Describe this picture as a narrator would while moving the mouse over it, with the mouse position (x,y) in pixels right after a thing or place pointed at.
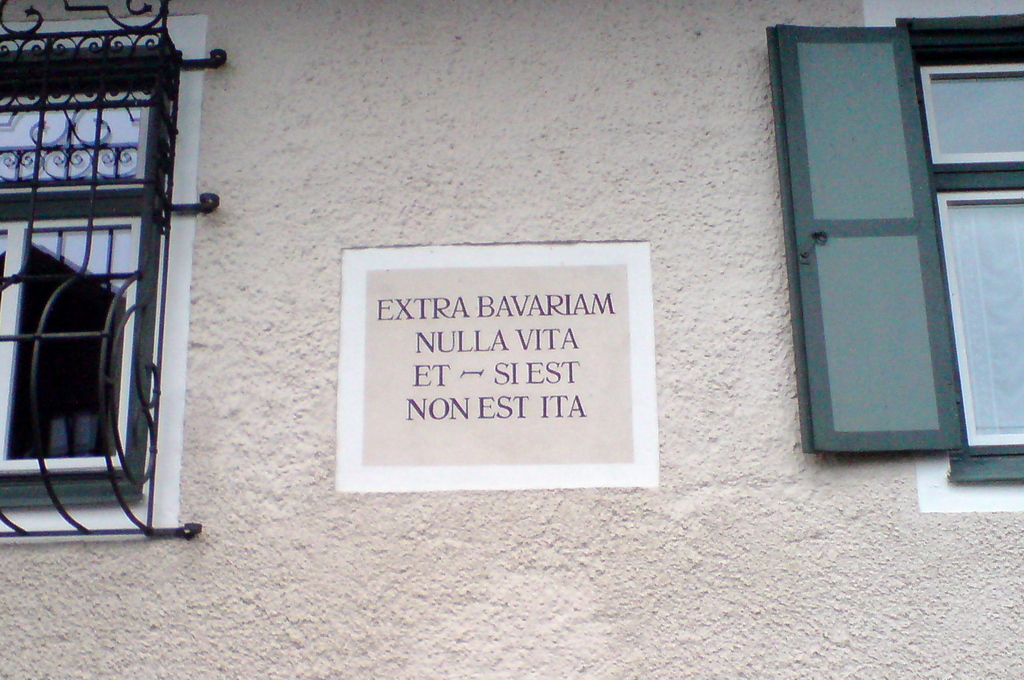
In this image we can see wall (363,159). Also there are windows (128,217). On the wall (516,292) there is something written.
